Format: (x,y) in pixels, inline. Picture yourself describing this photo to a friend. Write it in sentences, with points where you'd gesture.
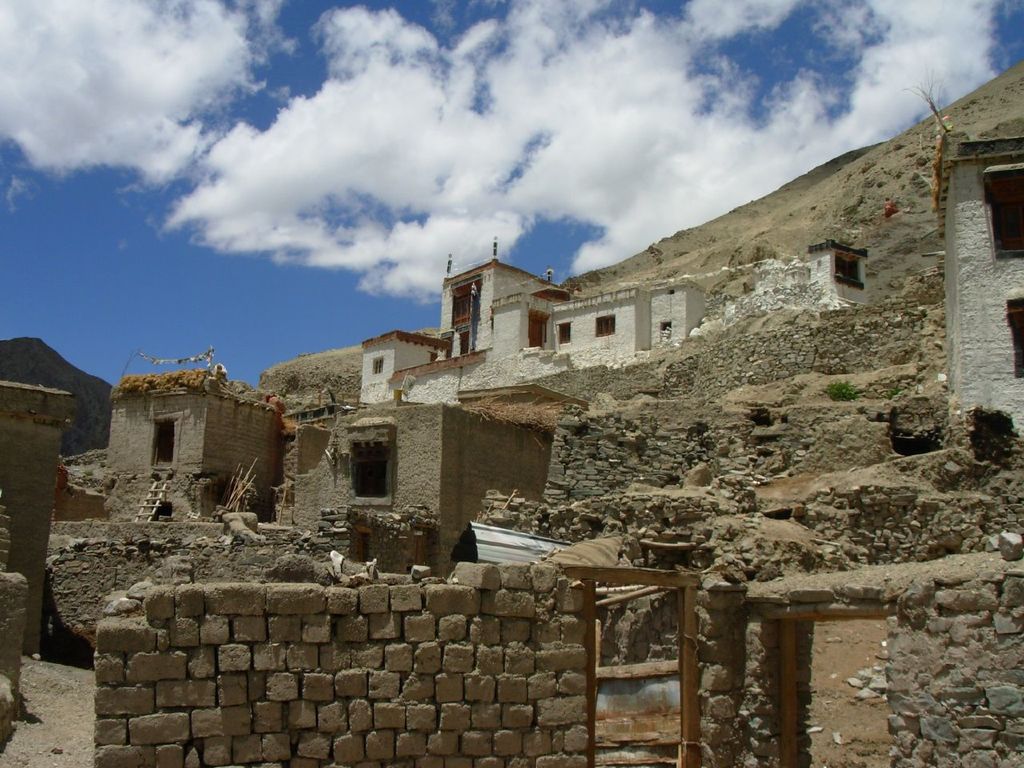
In front of the image there is a brick wall (399,702). There are buildings (451,404). There is a ladder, wooden sticks (254,468) and a few other objects (343,558). At the top of the image (312,118) there are clouds (280,152) in the sky (477,95).
